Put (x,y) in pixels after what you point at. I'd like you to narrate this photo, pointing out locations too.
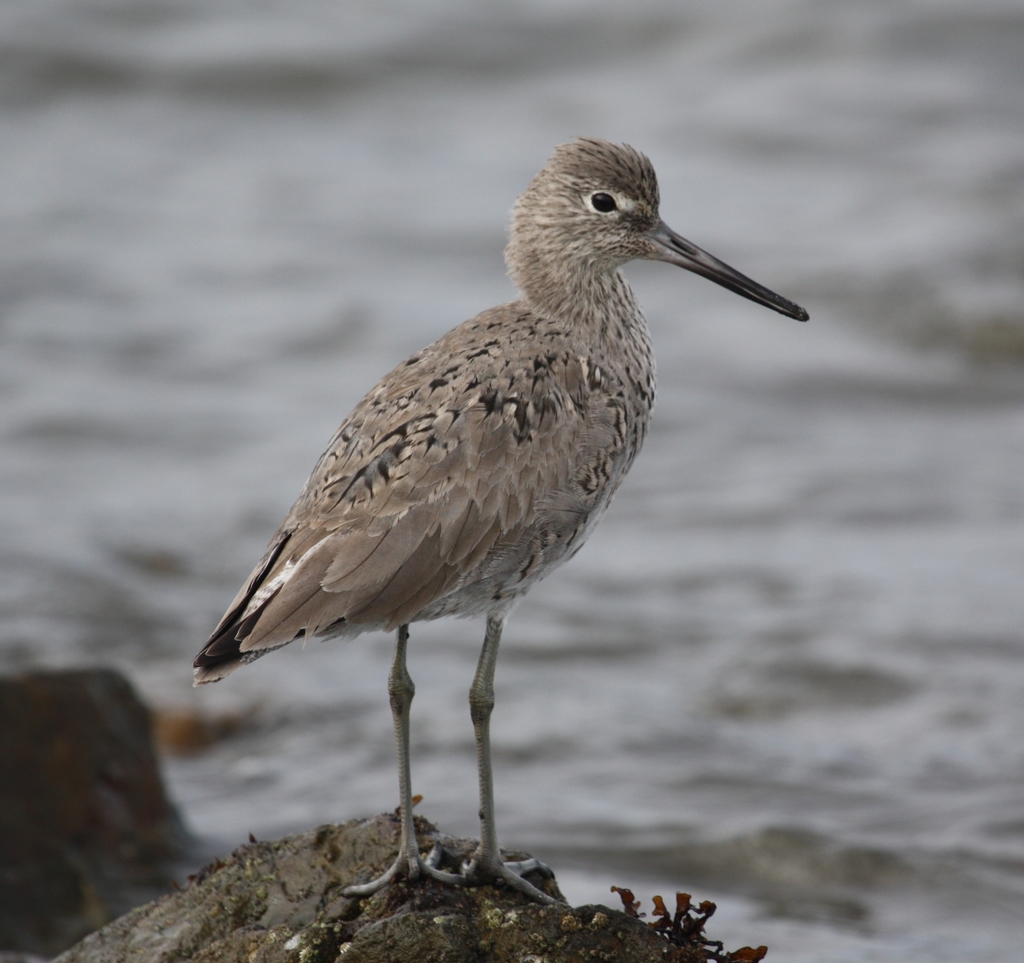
In this image i can see the bird (455,544) and the rock (554,928).
